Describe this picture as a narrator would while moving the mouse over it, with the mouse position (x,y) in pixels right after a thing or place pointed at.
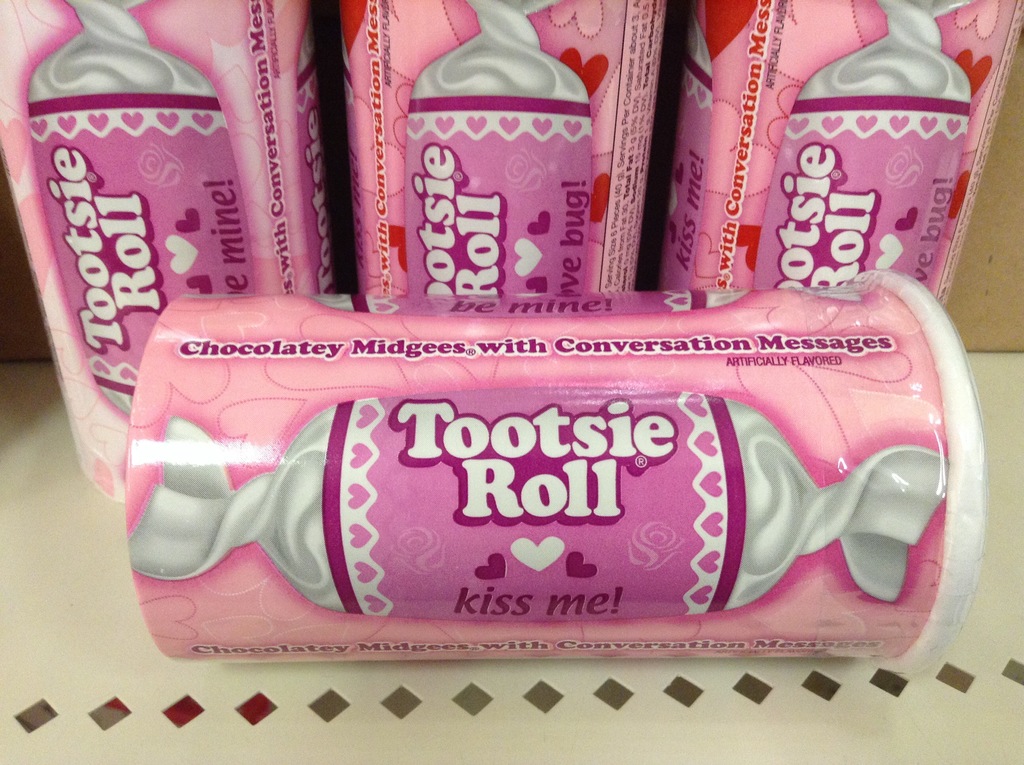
In this image we can see chocolate boxes (419,229) on the surface (387,691).
